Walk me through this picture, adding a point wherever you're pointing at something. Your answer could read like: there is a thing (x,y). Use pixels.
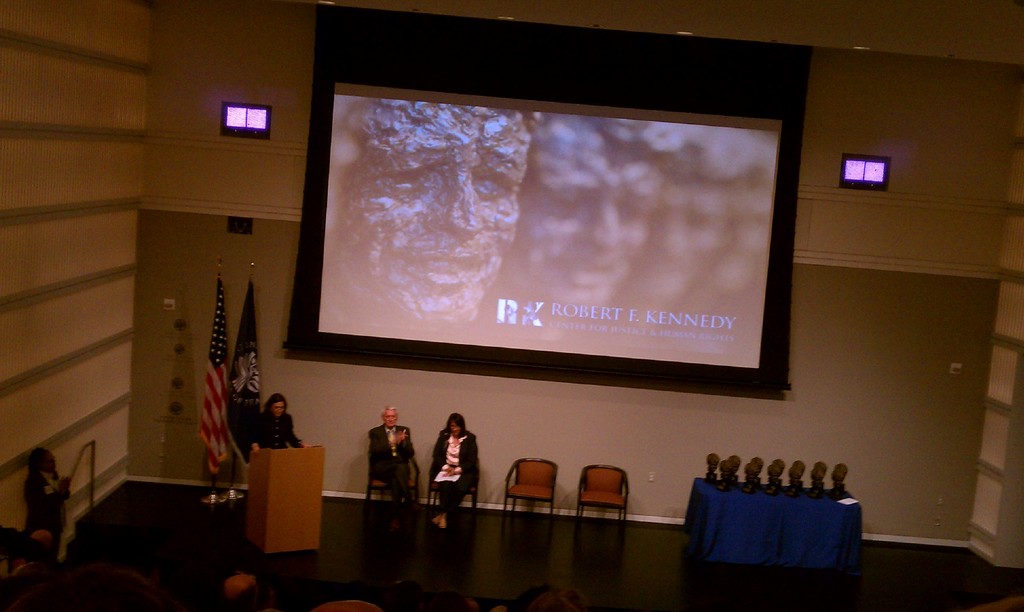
At the bottom of the picture (137,609), we see the heads (238,600) of the people (240,583). In the middle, we see a man (401,441) and the women (468,469) are sitting on the chairs (476,485). Beside them, we see two empty chairs (593,484). Beside them, we see a woman (281,431) is standing. In front of her, we see a podium (314,469) and I think she is talking. Behind her, we see the flags (215,382) in white, red, blue and black color. Behind that, we see a wall (218,242). In the background (608,85), we see a projector screen (404,290) which is displaying the image (412,189) of men (613,284). On the right side (900,366), we see a wall (981,297) in white and grey color. We see a table (774,535) which is covered with a blue color sheet (777,525). We see the objects (796,470) in black color are placed on the table (727,483). In the left bottom (53,481), we see a person (53,474) is standing.
